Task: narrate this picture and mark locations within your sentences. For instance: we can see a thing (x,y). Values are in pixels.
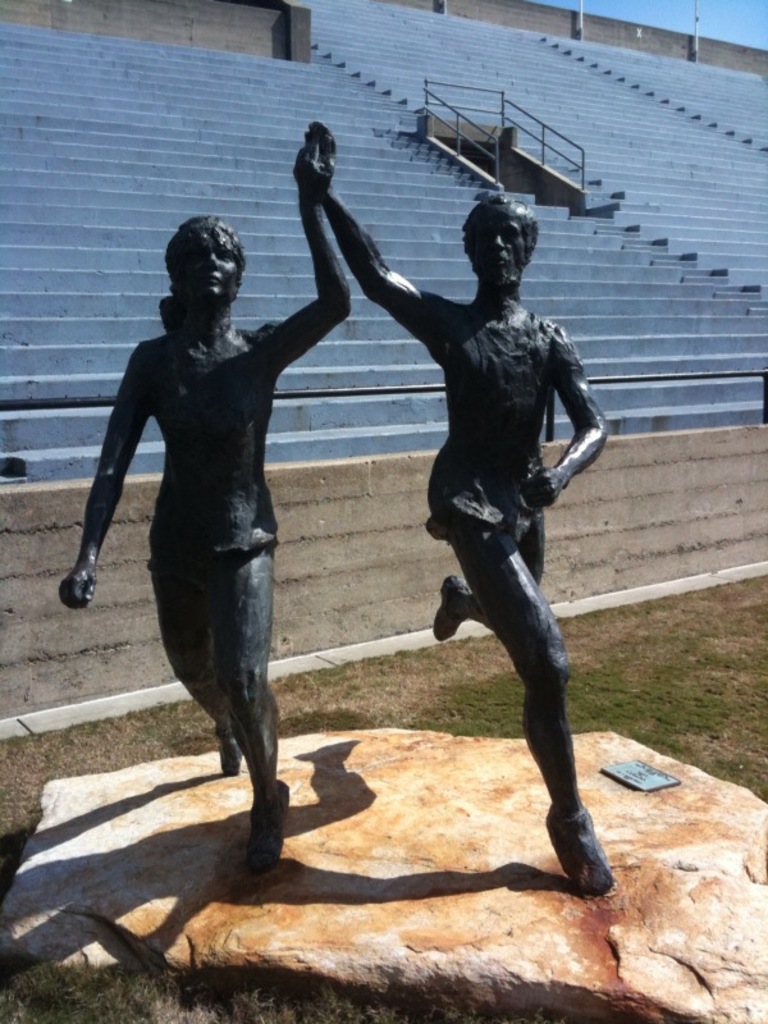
In this image, we can see some steps (641,190). There are statues (489,494) in the middle of the image (259,656). There is a rock (513,934) at the bottom of the image (489,934).
